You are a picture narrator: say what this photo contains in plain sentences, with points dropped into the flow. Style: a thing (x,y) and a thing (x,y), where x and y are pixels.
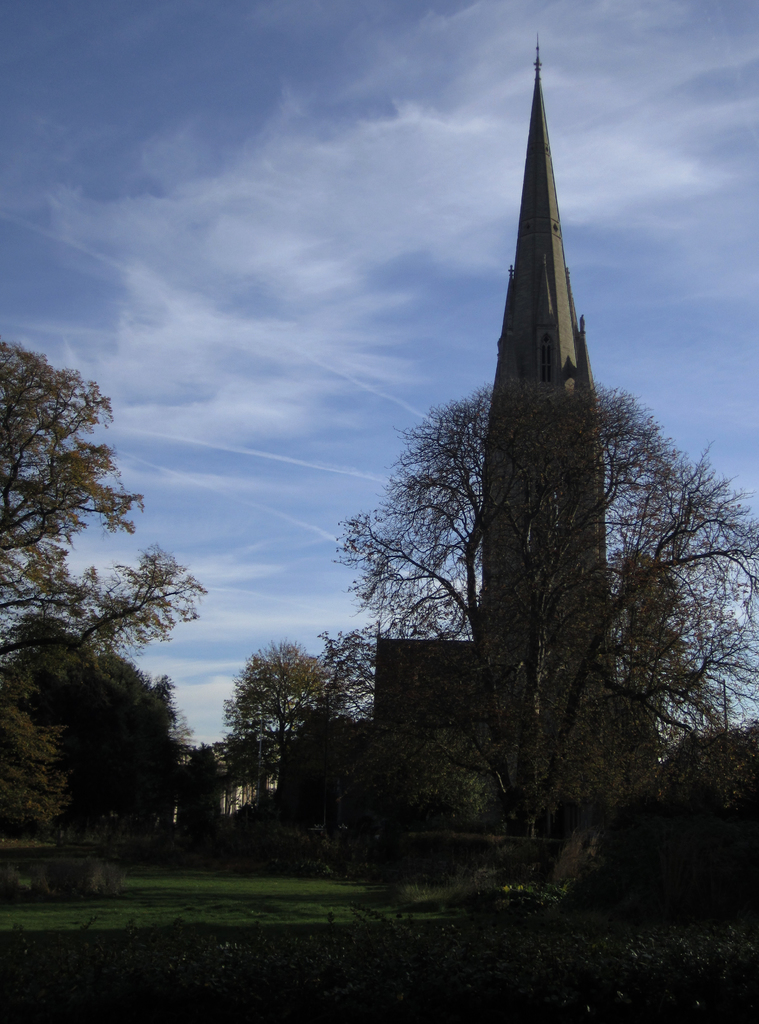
On right side (670,756), there are trees (600,727) on the ground (391,899). On the left side (98,931), there's grass (100,920) on the ground (323,903). In the background (518,46), there is a tower (537,777) and there are clouds (280,176) in the blue sky (361,177).
